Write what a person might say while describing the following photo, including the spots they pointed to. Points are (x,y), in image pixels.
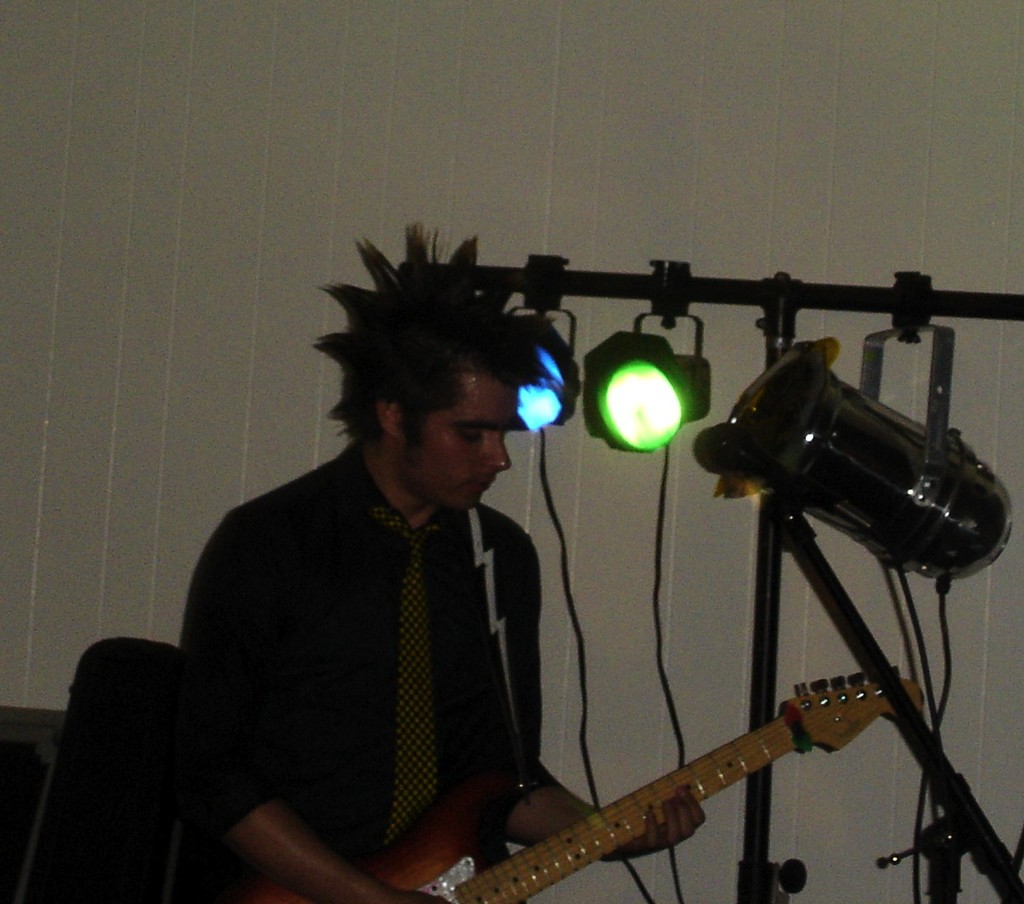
In this picture we can see a man (290,861) who is playing guitar (486,875). On the background (743,177) there is a wall (706,258) and these are the lights (624,435).
